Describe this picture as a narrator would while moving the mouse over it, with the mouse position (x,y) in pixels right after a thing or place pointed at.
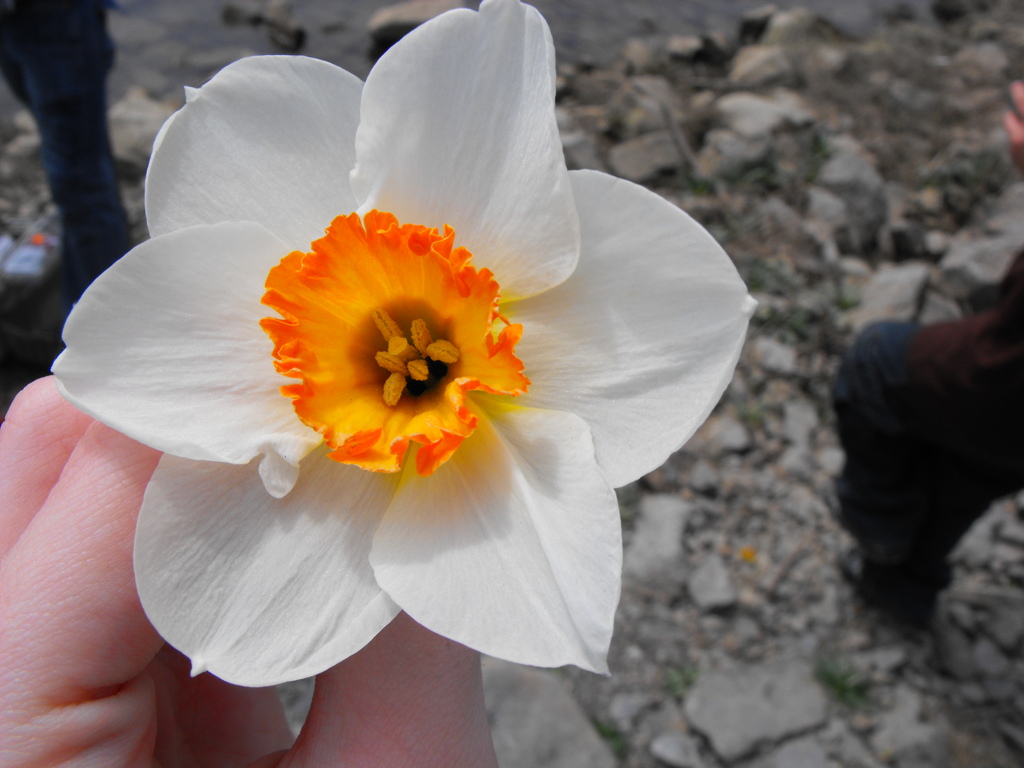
This picture is clicked outside. In the center (415,480) we can see white color flower (351,365) and we can see the hand (151,701) of a person (384,678). In the background (746,98) we can see the rocks (140,111) and the two persons (48,40) and some other objects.
